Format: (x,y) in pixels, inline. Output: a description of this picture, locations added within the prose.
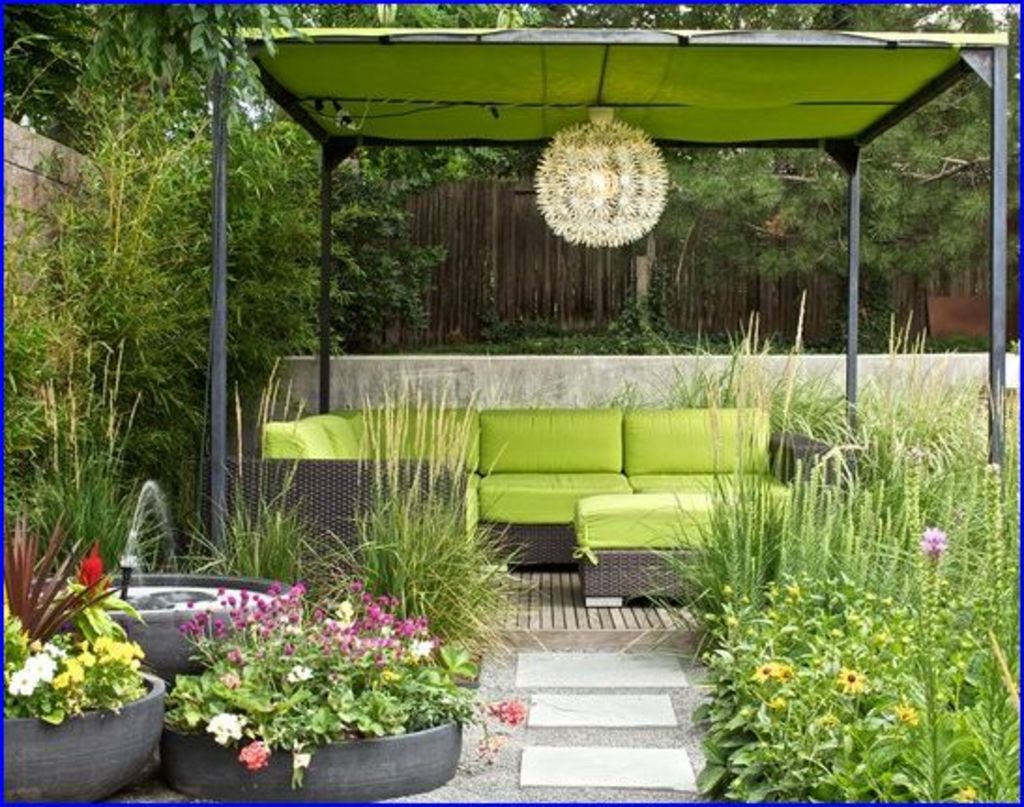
In this image we can see so many trees (695,4), plants (333,731), grass (405,573), flowers (60,656) on pot plants (354,691), one light (604,177) attached to the roof (444,66), two walls (463,370) and sofa (669,465) on the surface (585,612).
